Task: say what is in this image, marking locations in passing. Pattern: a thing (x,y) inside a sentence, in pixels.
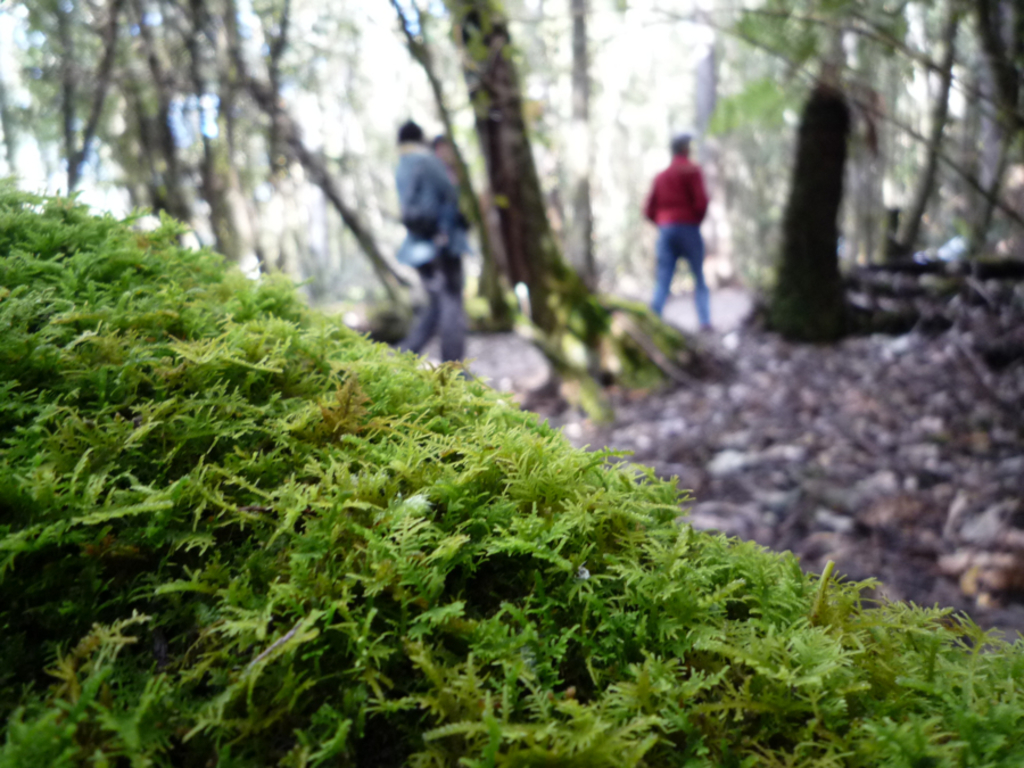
At the bottom of the image (238,591) we can see moss (458,559). In the center (440,333) there are people (452,319). In the background (512,179) there are trees (512,179).
